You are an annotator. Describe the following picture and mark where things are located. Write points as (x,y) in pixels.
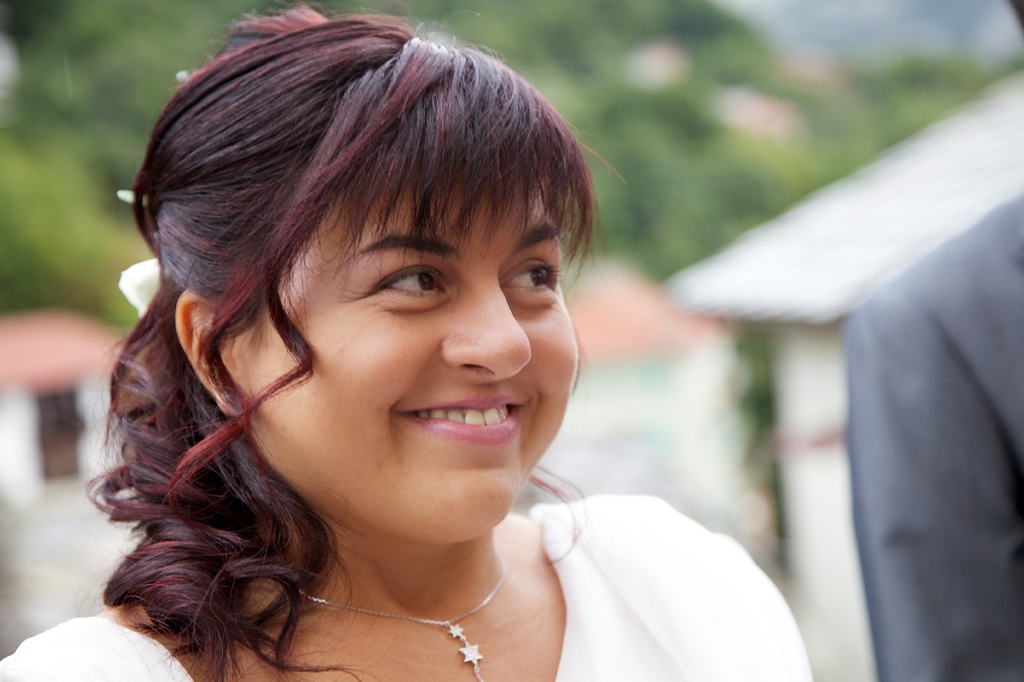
In the image there is a woman (473,553), she is wearing white dress (651,559) and silver chain (428,620). She is smiling and the background of the woman (285,479) is blur.
